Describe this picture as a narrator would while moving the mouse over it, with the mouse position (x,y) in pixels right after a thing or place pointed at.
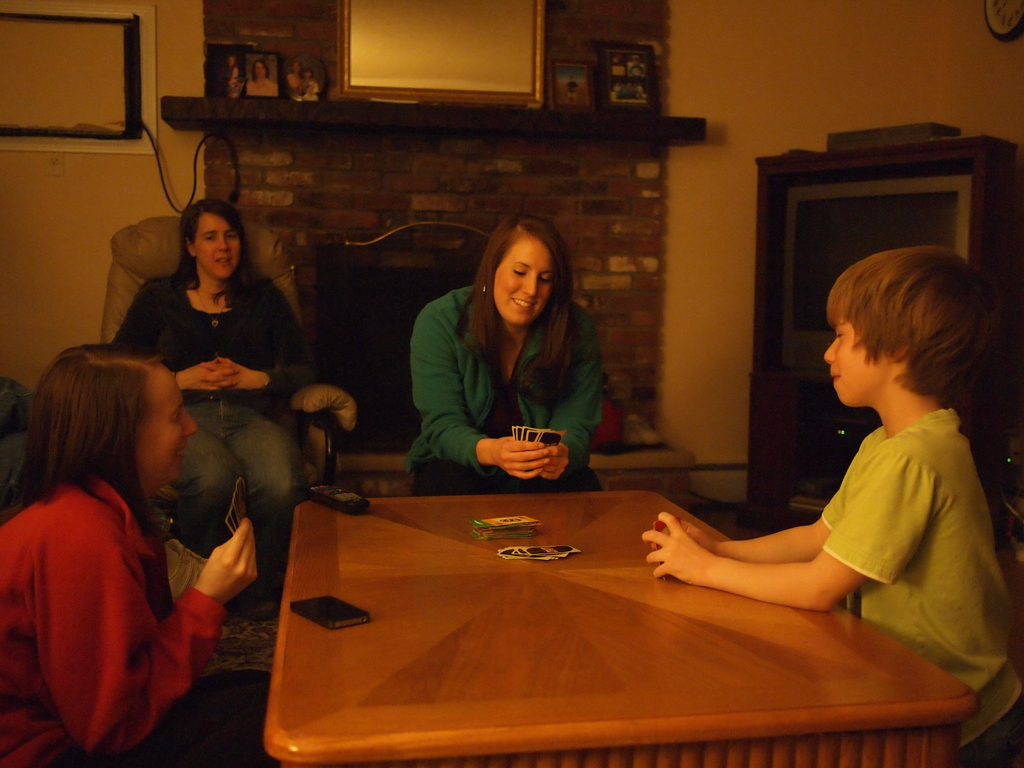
This picture describes about four people (818,521) gathered around the table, in the middle of the given image a woman (516,330) is playing cards (526,429), in the background (889,205) we can see mirror (410,75) and a television (826,220).
